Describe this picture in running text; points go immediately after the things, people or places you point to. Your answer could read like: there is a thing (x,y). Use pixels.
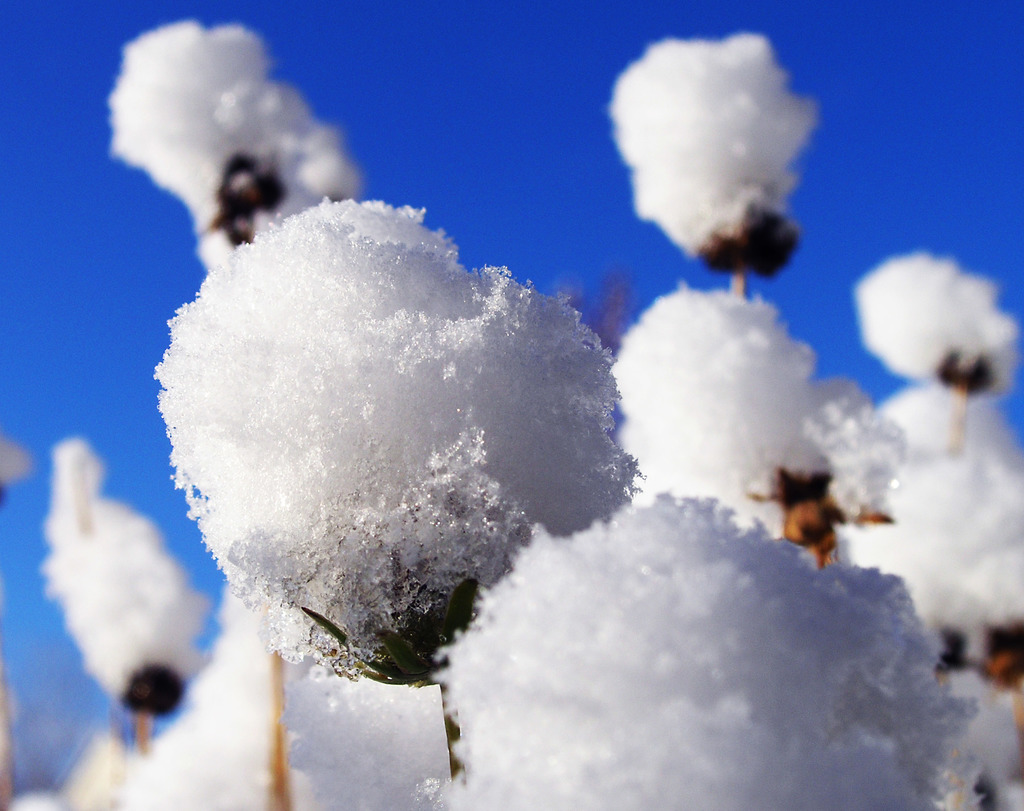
In this picture we can see plants (171,783) with snow (619,357) on it and in the background (137,440) we can see the sky (951,120).
